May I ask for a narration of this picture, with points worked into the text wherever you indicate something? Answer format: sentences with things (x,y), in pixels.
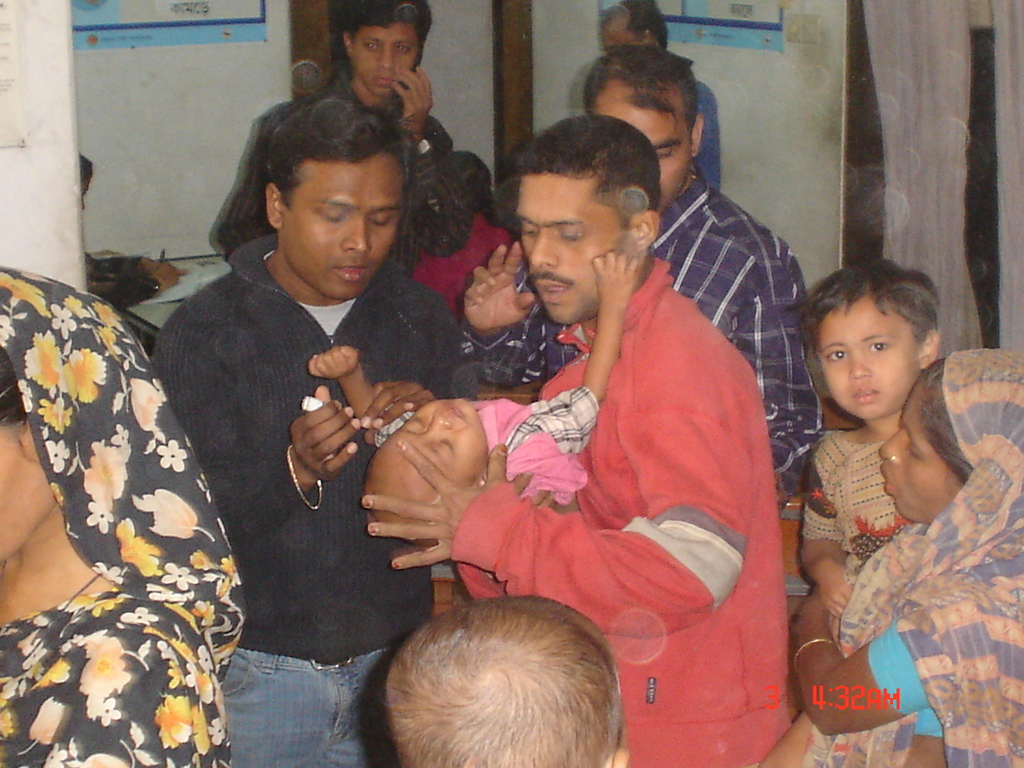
In this image we can see a few people (618,635) in a room (131,231) and among them there is a man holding a baby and in the background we can see two posters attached to the walls (545,34).
